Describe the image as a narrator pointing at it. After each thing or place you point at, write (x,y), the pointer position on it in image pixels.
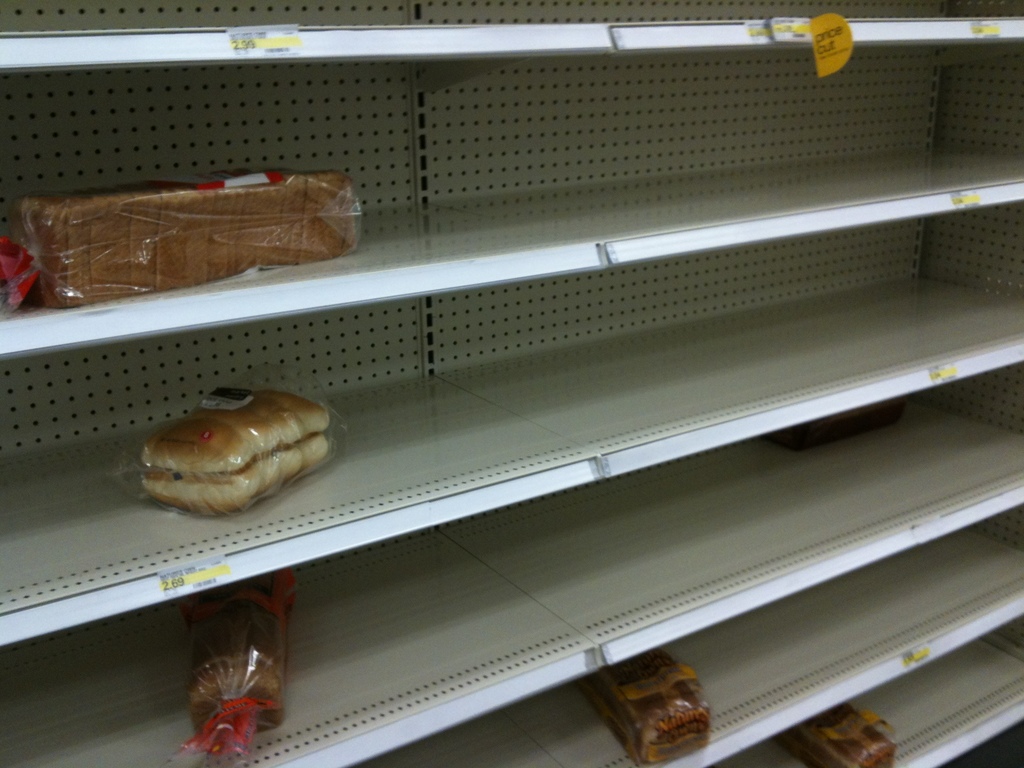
In this image there is one cupboard (493,579), in that cupboard (872,493) there are some breads (235,272) and buns (305,459).
